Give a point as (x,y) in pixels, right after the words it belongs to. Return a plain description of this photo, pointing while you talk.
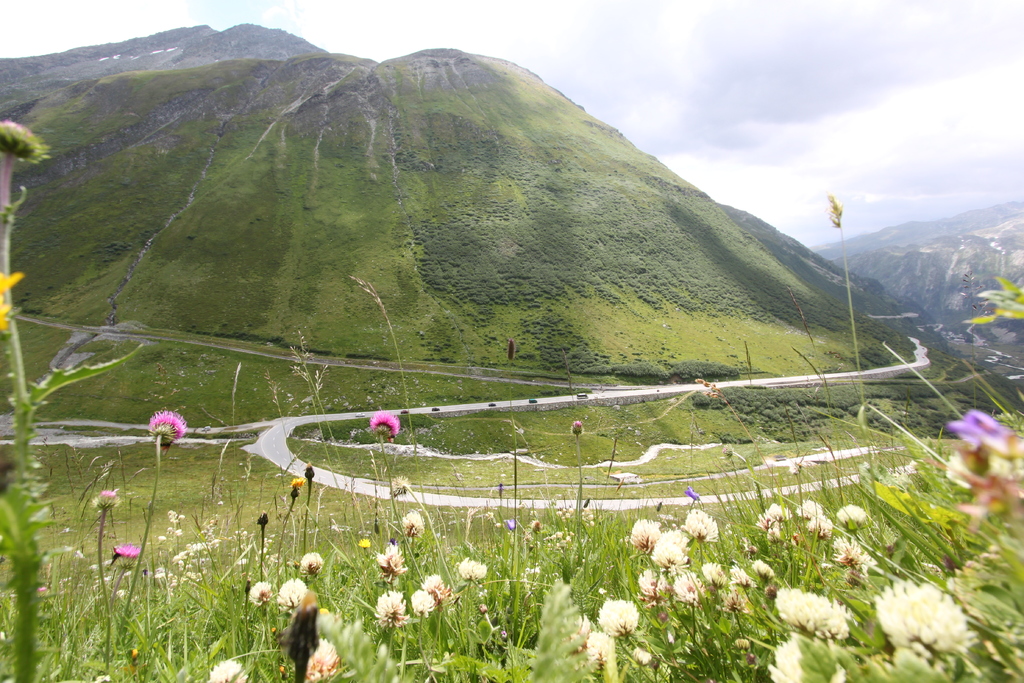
In this image, we can see so many flowers (895,631) and plants (1008,533). Background we can see mountains (93,258), roads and sky (567,50).
